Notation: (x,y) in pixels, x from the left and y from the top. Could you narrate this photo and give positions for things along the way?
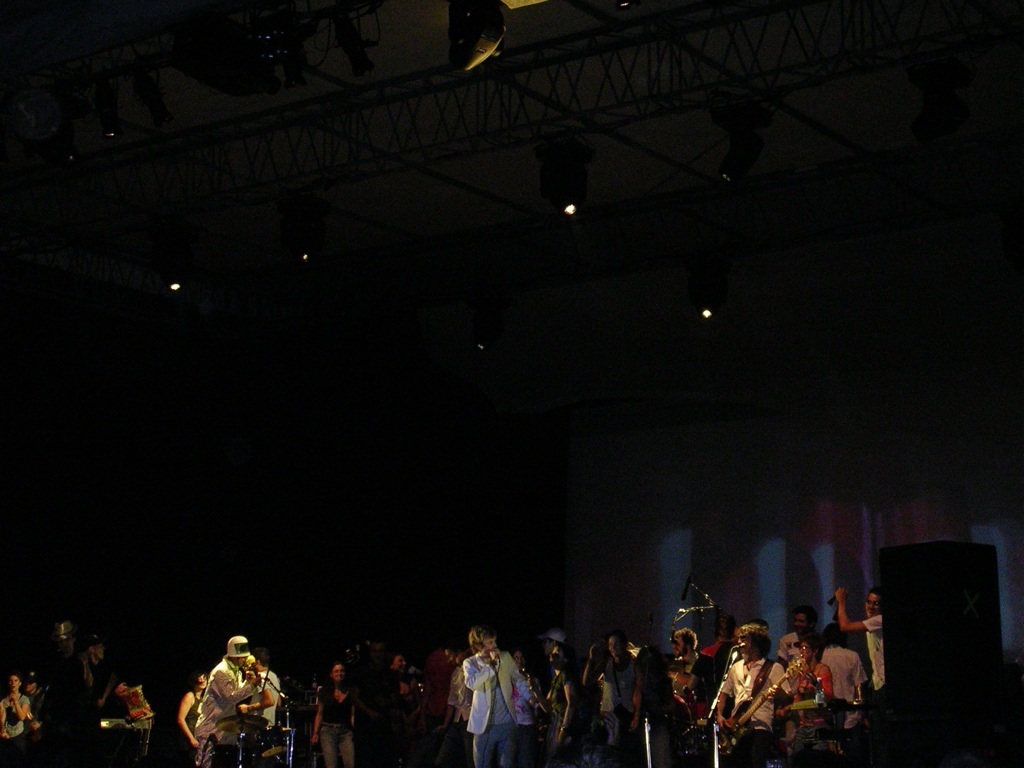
In this image there are many people (450,702) on the stage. Few are singing, few are playing musical instruments (143,723). In the background (793,491) there is a screen (858,494). This is a speaker (941,602) on the bottom right (936,649). On the top (727,114) there are lights (573,182). The background (227,443) is dark.
